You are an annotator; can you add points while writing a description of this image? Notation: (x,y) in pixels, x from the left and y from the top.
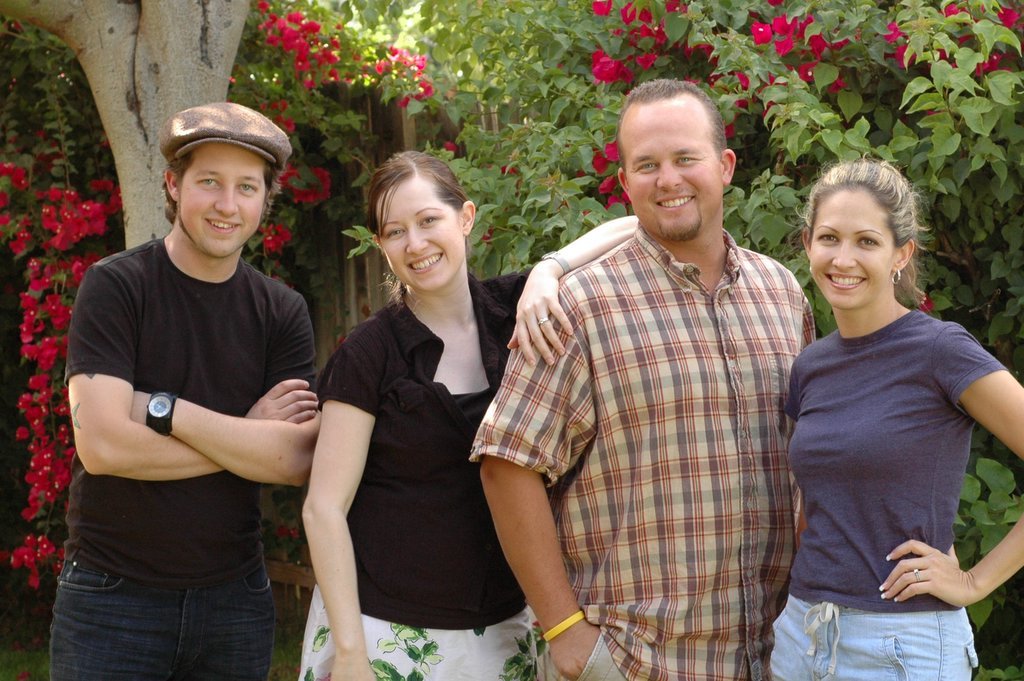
In this image we can see a group of persons (617,291) are standing, and smiling, at the back (479,76) there are trees (135,52), there are the pink flowers (110,186).
